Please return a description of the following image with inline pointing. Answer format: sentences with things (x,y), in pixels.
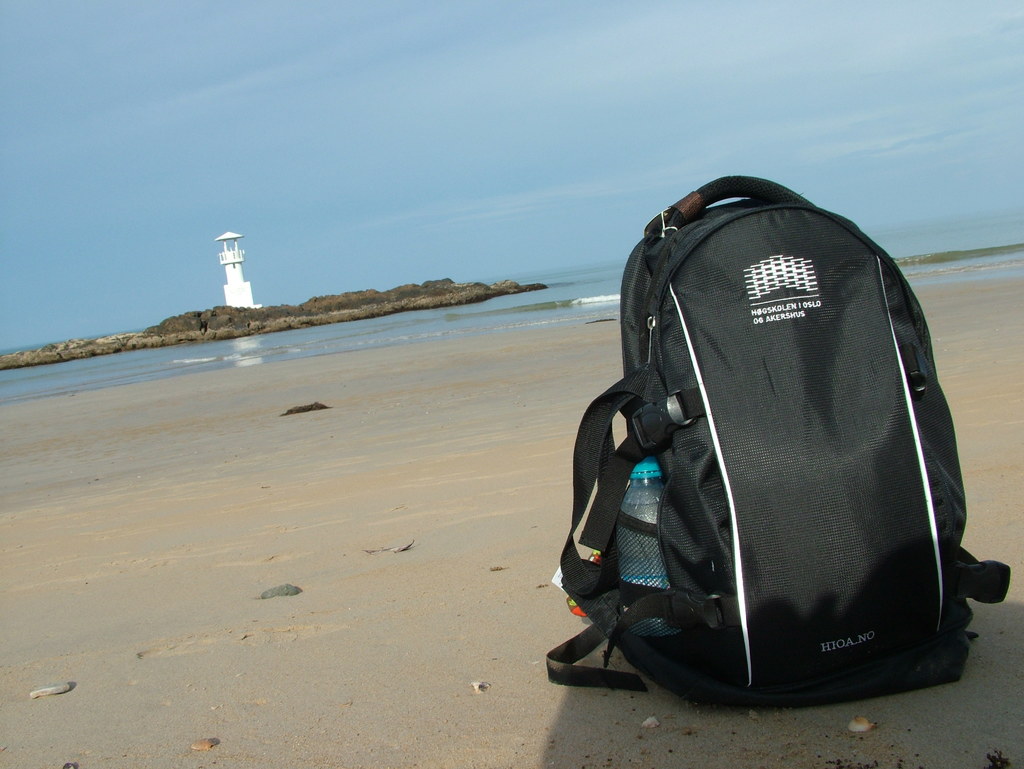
It looks like this picture is taken near the sea shore (440,486). This is a black bag (686,474) with a water bottle (648,514) in it. At background (251,294) I can see a light house (237,287) which is white in color. And these are the rocks (330,303) inside the sea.
